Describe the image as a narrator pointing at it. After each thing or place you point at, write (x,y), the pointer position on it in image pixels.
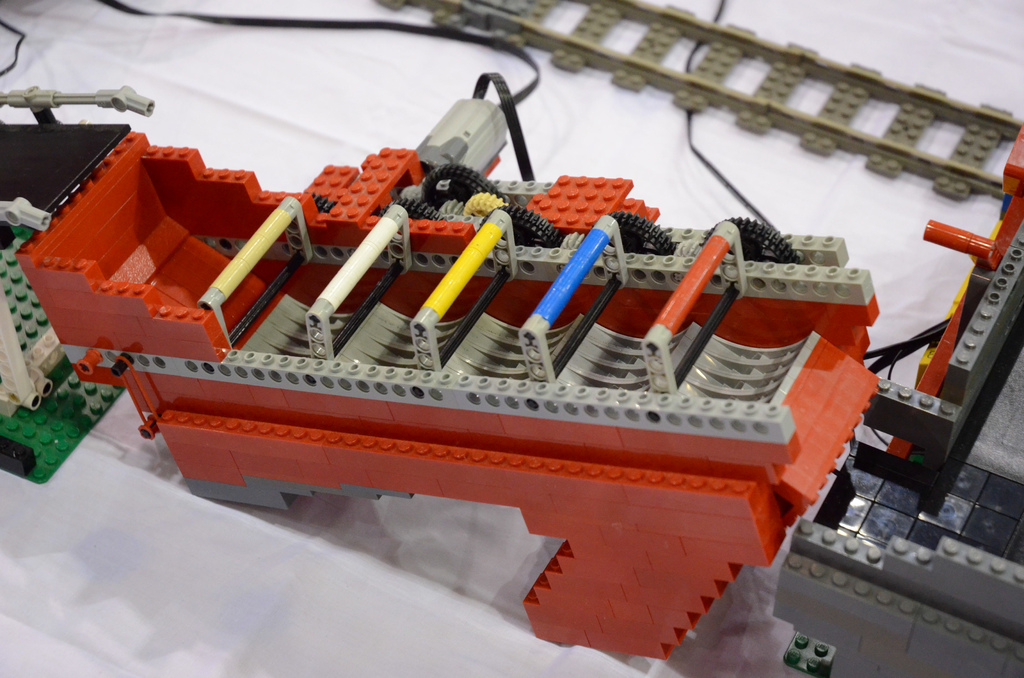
In this image there is a small toy machine (475,434) and track (932,178) made with toy bricks (676,391).
